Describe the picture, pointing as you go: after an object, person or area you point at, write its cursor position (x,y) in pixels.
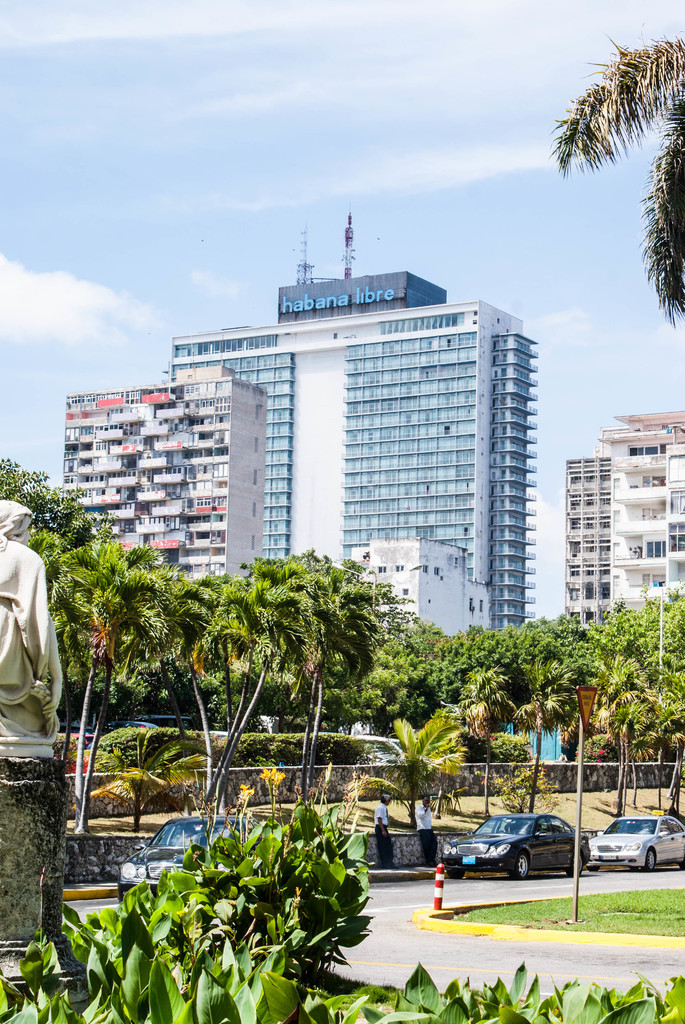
In this picture we can observe a road (473,952) on which there are some cars (474,848). We can observe two persons (418,822) standing on the footpath (398,868). On the left side (38,618) there is a white color statue (25,607). We can observe some plants (262,873) and trees (348,657) in the background (413,480) there are buildings (424,469) and a sky (202,223) with some clouds (61,305).
